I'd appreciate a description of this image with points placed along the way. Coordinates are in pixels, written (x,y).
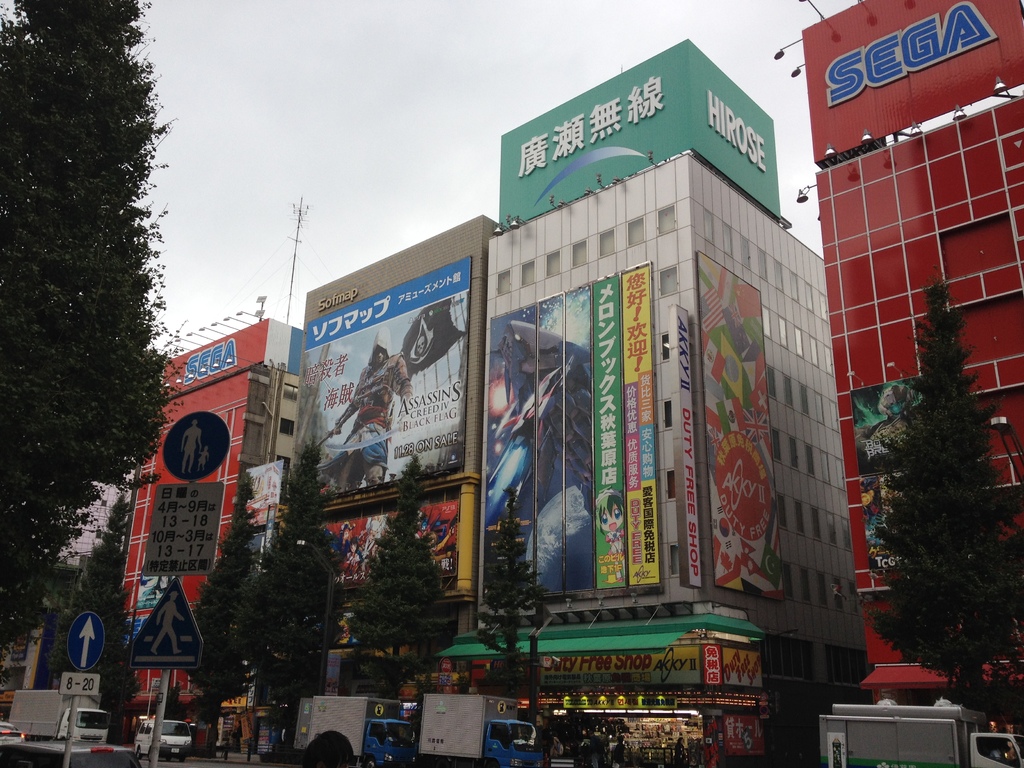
In this image, we can see some buildings (891,269) and trees (424,572). There are vehicle (450,726) in front of buildings (256,439). There are sign boards (158,630) in the bottom left of the image (194,529). There is a sky (482,147) at the top of the image (448,117).
